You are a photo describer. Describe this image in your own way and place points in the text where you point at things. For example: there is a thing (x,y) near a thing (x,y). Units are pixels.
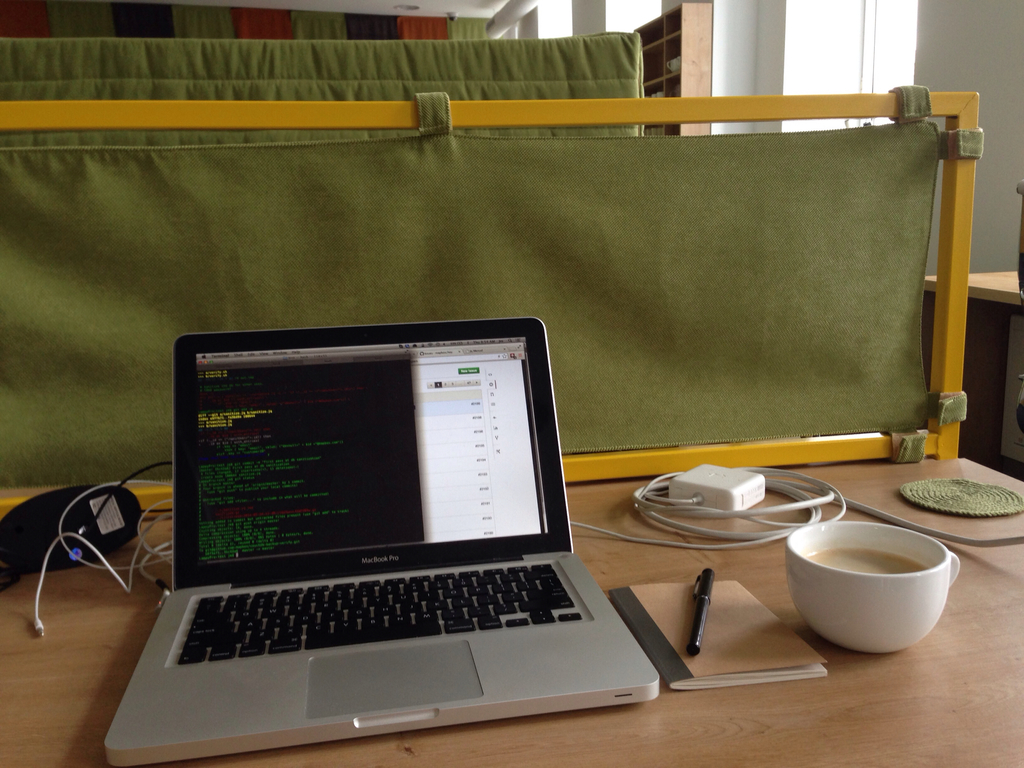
In this image we can see a laptop (533,669), book (747,613), pen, cup (886,616), wire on the table (708,725). At the background (757,71) we can see a wall (757,71) and a cloth (690,252).
